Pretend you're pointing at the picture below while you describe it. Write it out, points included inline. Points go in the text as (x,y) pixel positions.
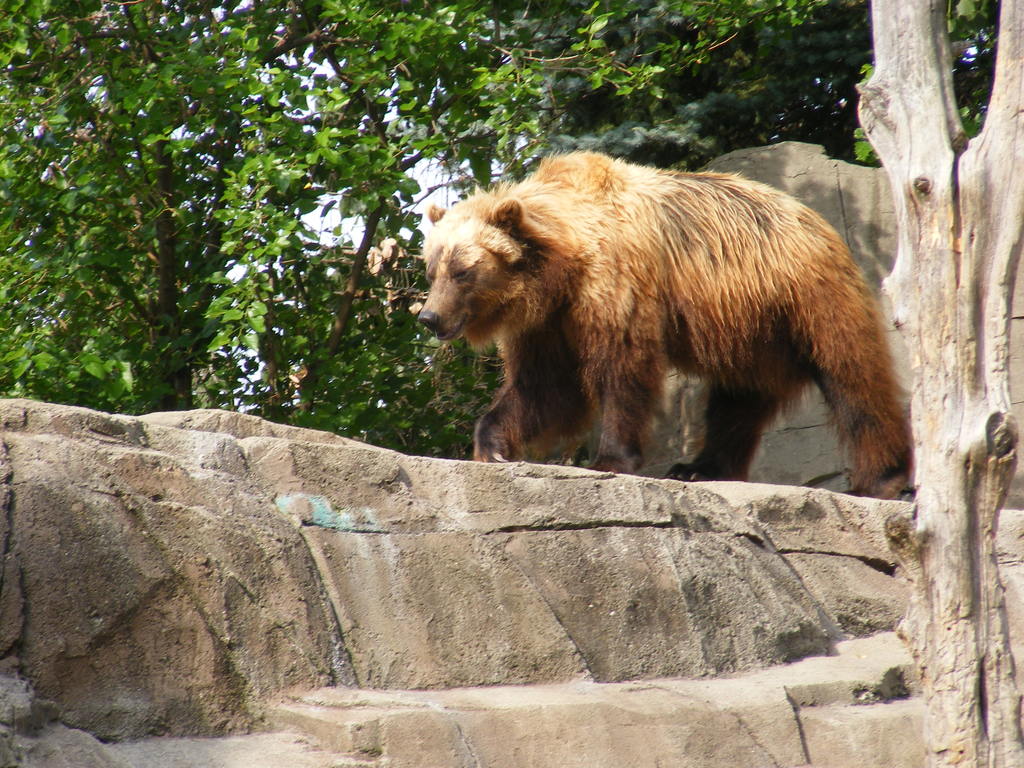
In this image we can see a bear (610,269) walking on the rock (489,549). On the right side (965,263) there is a tree trunk (959,362). In the back (512,100) there are trees (623,59).
